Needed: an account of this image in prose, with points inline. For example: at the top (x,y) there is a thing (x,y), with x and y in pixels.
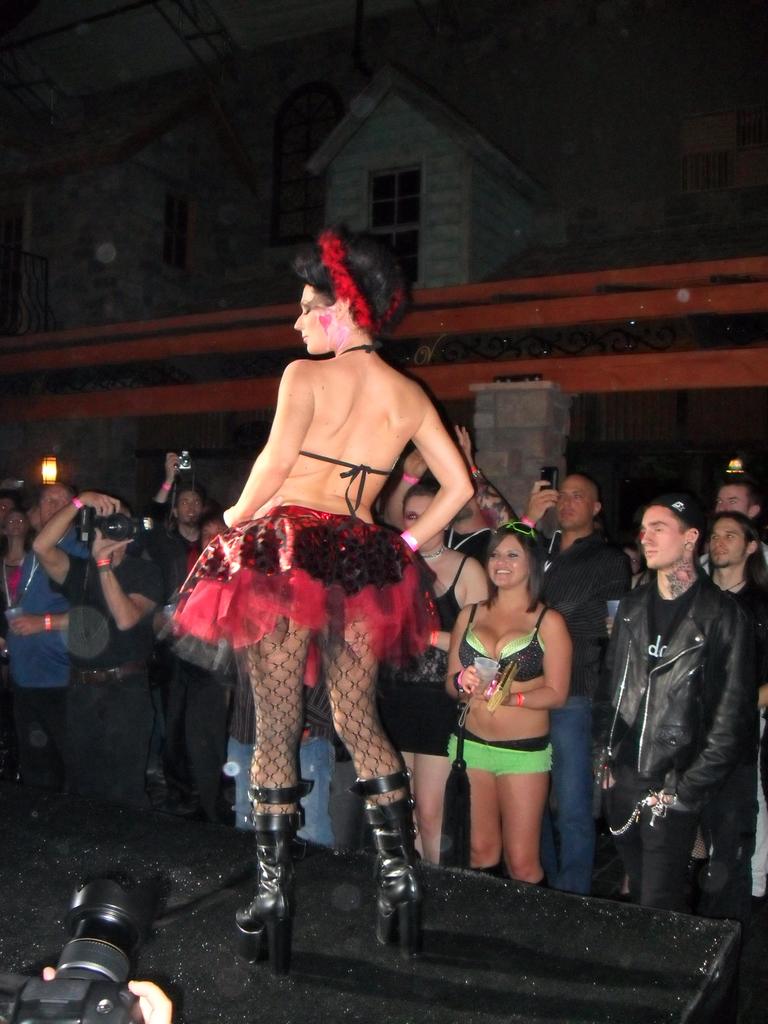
In this image we can see a person (296,615) wearing red color dress (312,582) standing on the surface (305,964) which is of black color and there are some persons (79,621) standing and some are holding cameras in their hands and in the background of the image (360,128) we can see a house (366,167) and in the foreground of the image (89,959) there is camera (81,941).
